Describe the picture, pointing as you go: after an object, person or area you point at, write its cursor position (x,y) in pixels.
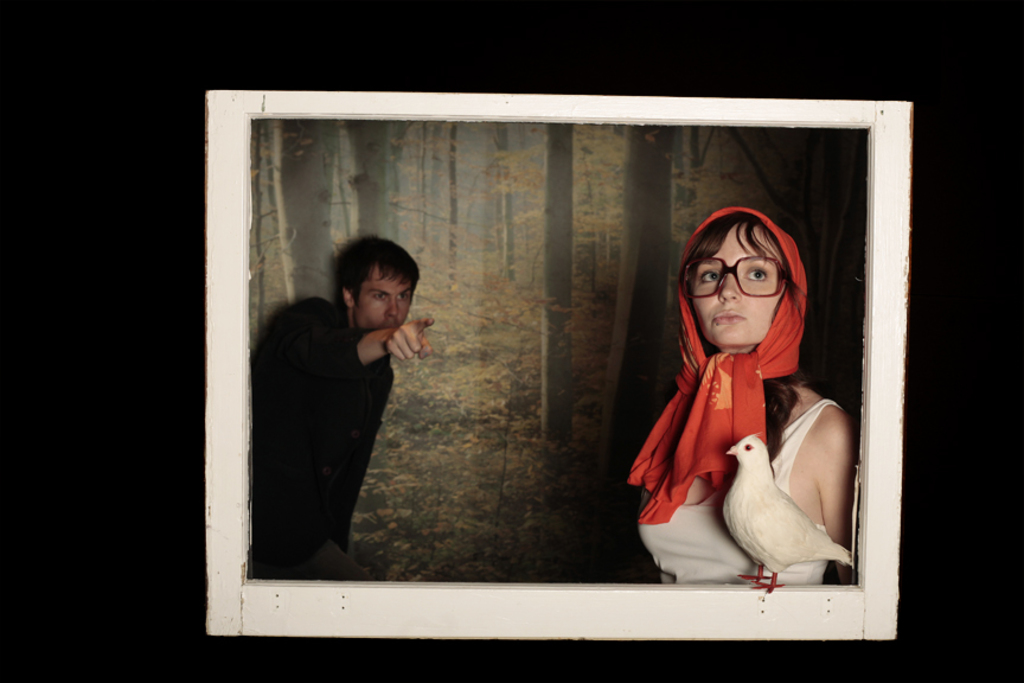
In the center of the image (483,423) we can see a photo frame (231,336) and also we can see two persons (723,446), bird (767,470), trees (571,435). In the background (361,17), the image is dark.
